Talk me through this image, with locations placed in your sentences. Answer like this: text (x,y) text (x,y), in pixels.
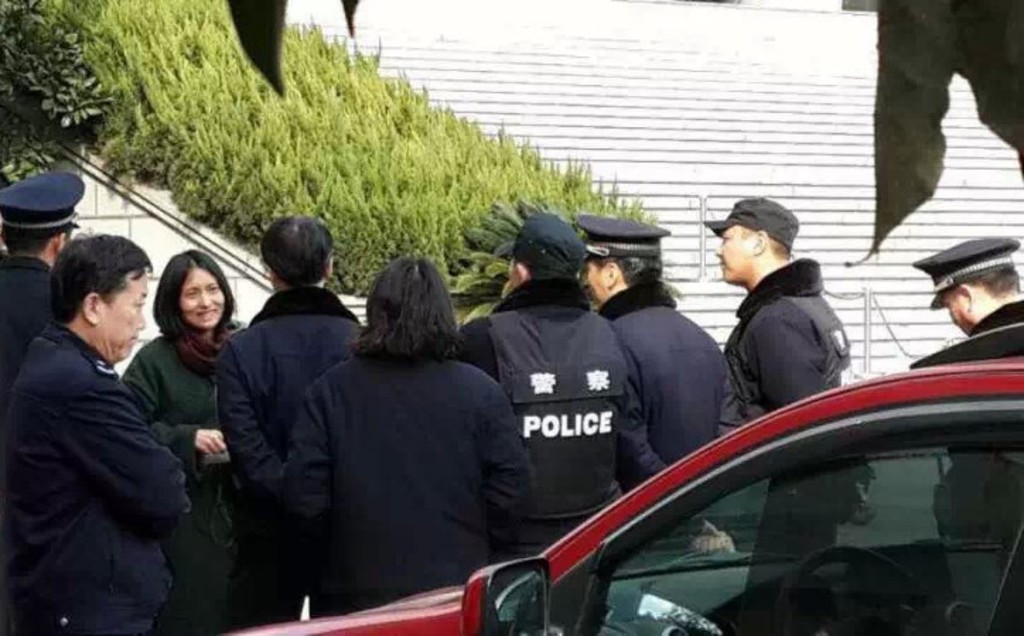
This picture describes about group of people (466,352), they are all standing, beside to them we can see a car (756,522), in the background (223,80) we can find grass (359,120) and metal rods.
